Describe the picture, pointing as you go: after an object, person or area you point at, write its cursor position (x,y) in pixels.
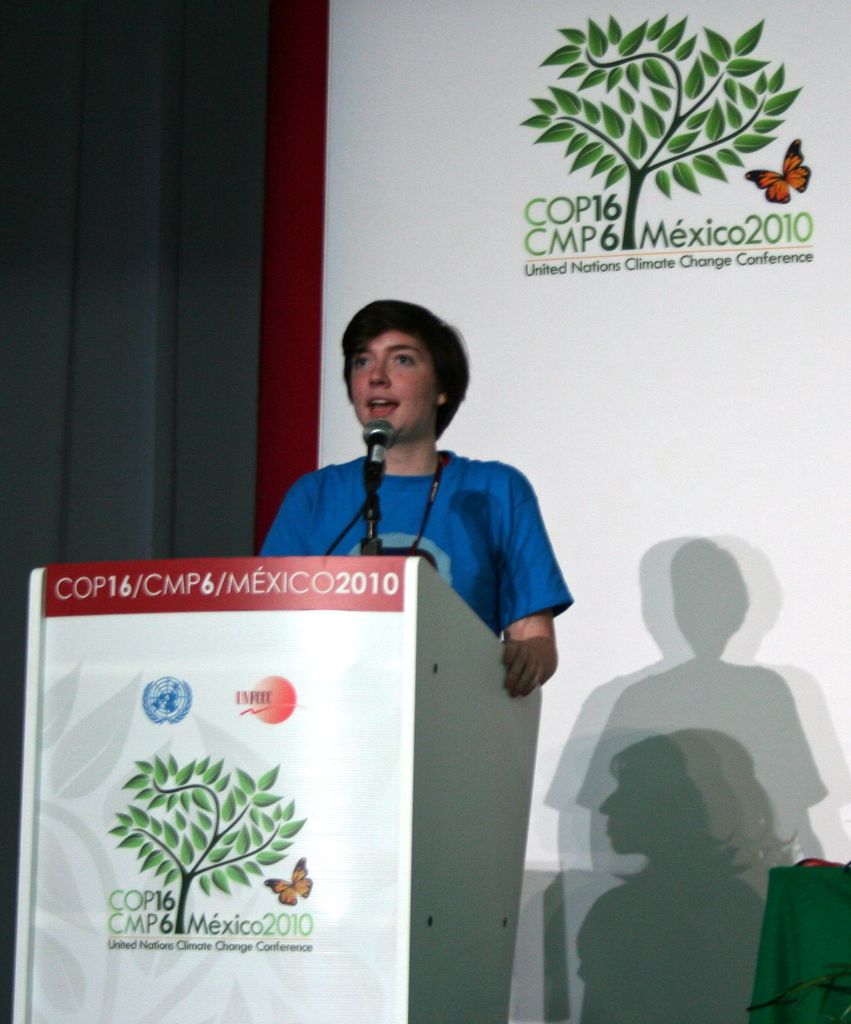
In this image I see a man (489,502) who is wearing blue t-shirt (409,510) and I see that he is standing in front of a podium (272,822) on which there is a mic (381,453) and I see words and numbers (127,586) written and in the background (469,4) I see the poster (394,280) on which there is a depiction (703,98) of a tree (651,125) and a butterfly (783,167) over here and I see few words (592,203) and numbers (613,224) over here too and I see the depiction (308,881) of a tree (246,848) and a butterfly (291,883) over here too.
